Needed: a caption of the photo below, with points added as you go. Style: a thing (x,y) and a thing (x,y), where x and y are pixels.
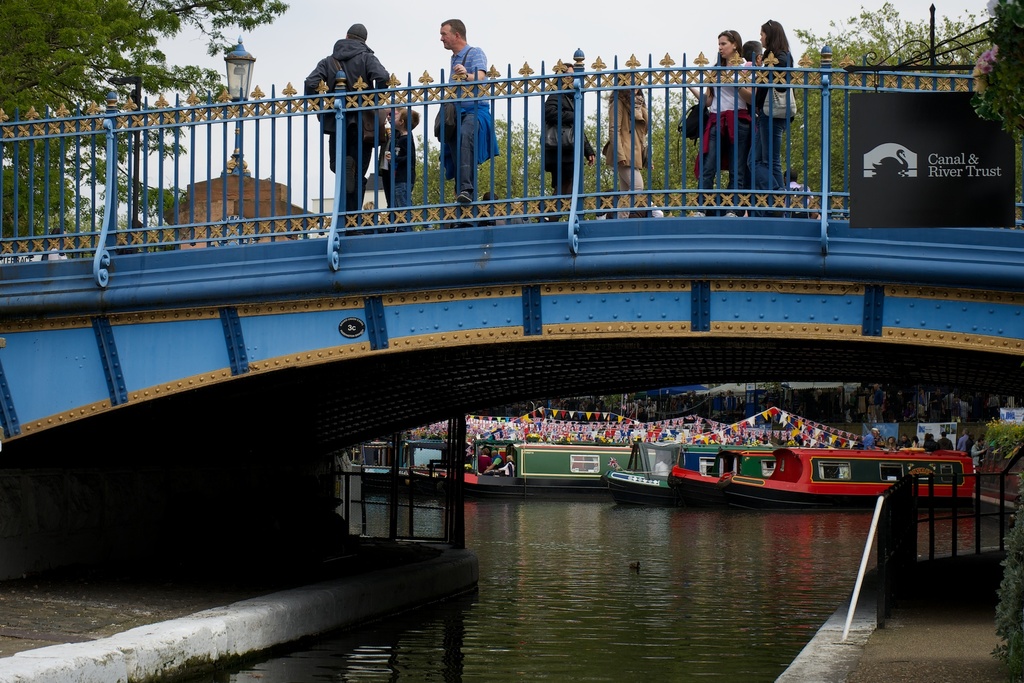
In this image we can see a bridge (490,207). On the bridge (597,169) we can see few persons (372,53), a board (959,143) with text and a light (240,80). Behind the bridge (590,363) we can see boats (539,462), water (614,513), flags (826,434) and trees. There are few persons (500,464) in the boat (542,447). In the top left (31,54), we can see a tree (104,93). At the top (613,8) we can see the sky (482,31).
